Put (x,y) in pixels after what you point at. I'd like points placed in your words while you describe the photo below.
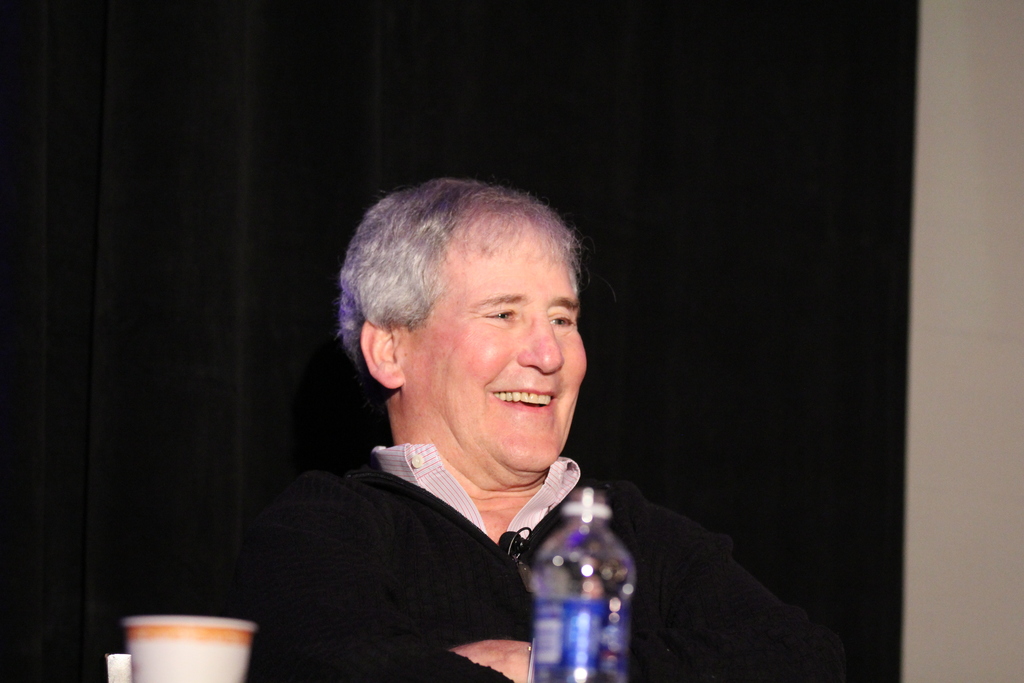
Here, we can see a man (263,633) sitting and he is laughing. The man (411,462) is wearing a white color shirt (447,500) with pink checks (461,507) and also a black color sweater (475,609). In front of him, we can see a water bottle (615,603) and also a cup (219,653), white color cup (188,625). Behind him we can see a black color sheet (719,211) which is covered on the white color wall (947,275).
